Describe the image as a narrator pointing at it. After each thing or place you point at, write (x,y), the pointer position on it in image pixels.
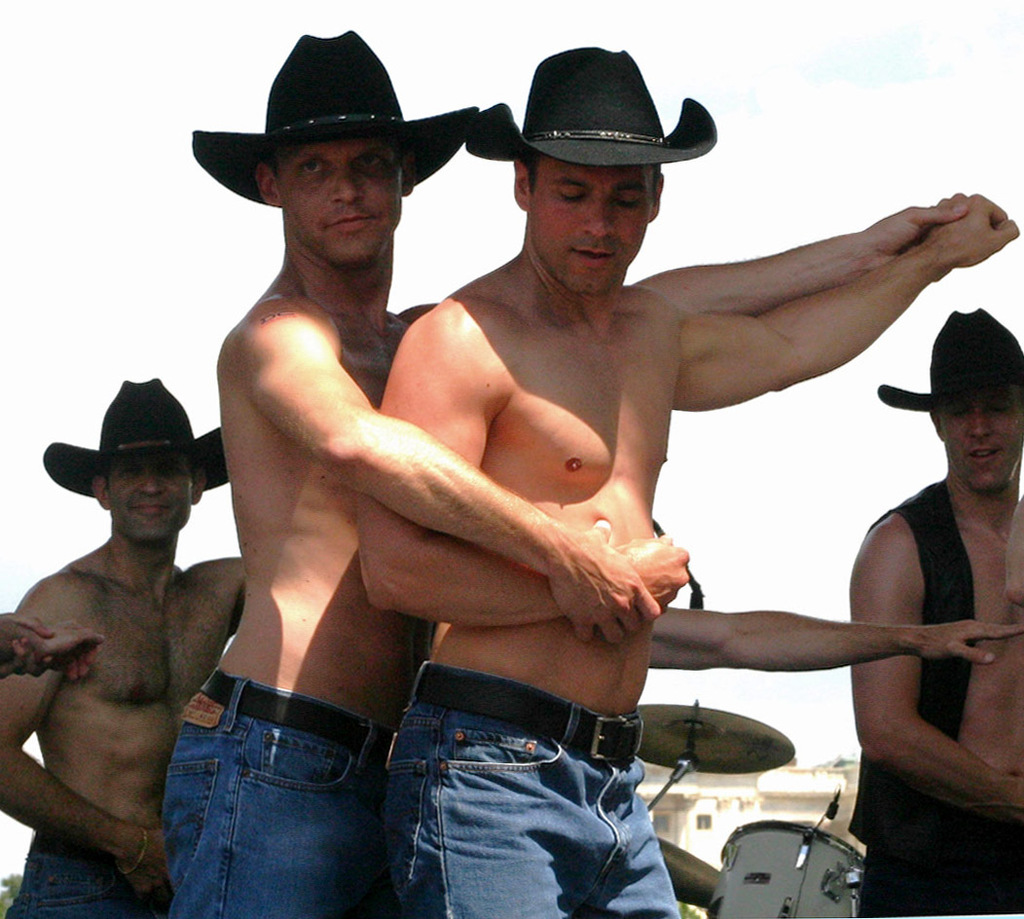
There are two persons (527,429) standing at the front (520,432) and other people (104,580) standing at the back (950,531). These people (570,262) are wearing hat (560,125) and jeans (503,829). And at the back (786,874) there is a music band (742,872) and drum (741,872). The person (354,594) at the left (330,518) is holding the hand (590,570) of the person (485,627) standing at the right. There are buildings (752,799) at the back (719,806).
